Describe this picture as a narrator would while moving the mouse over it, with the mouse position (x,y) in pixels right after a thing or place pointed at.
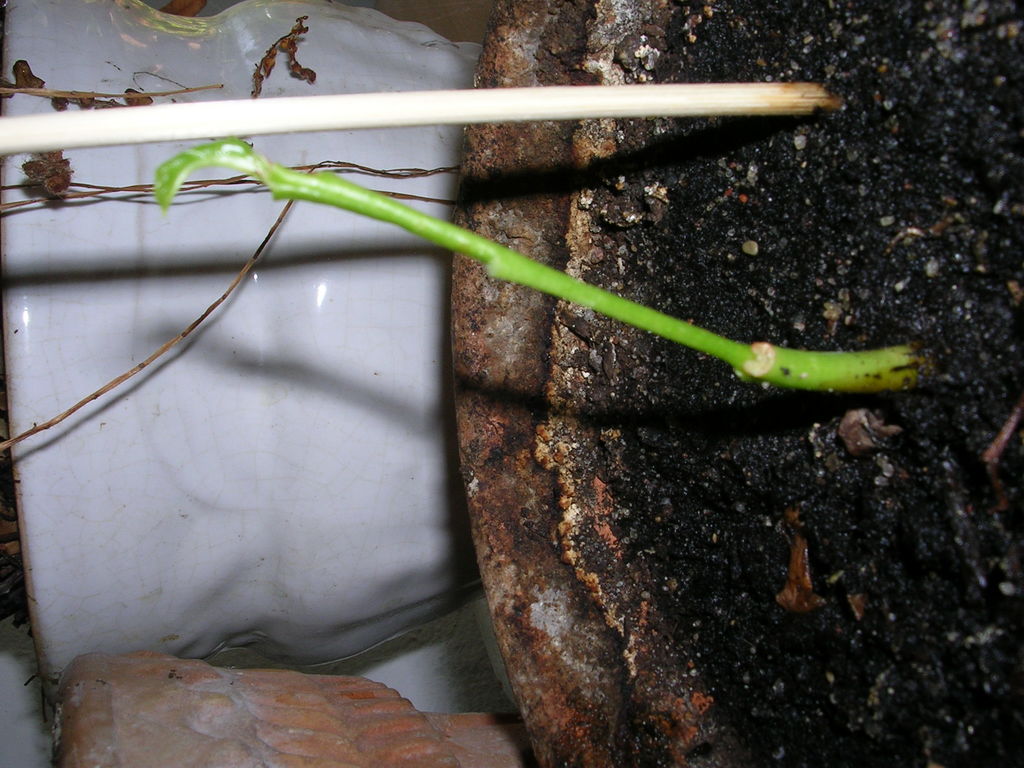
In this image we can see a flower pot (499,637) on the right (735,350) there is a stem (555,291) and a stick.
